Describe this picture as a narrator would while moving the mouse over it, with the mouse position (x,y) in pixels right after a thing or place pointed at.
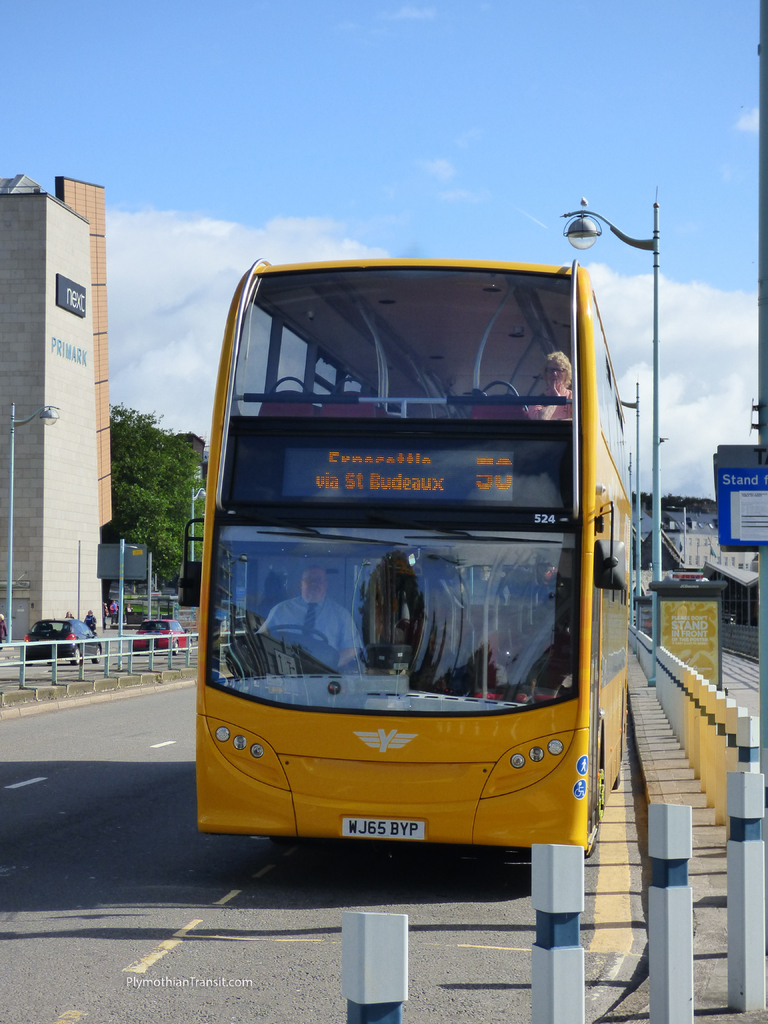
In this image I can see the vehicles (520,652) on the road (141,829). These vehicles (200,690) are colorful. I can see people (267,622) sitting inside the vehicle (215,757). To the side there are poles (571,847) and railing (24,657). I can also see the boards (672,601), buildings (54,389) and many trees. In the background (179,251) I can see the clouds (175,264) and the blue sky (249,177).
